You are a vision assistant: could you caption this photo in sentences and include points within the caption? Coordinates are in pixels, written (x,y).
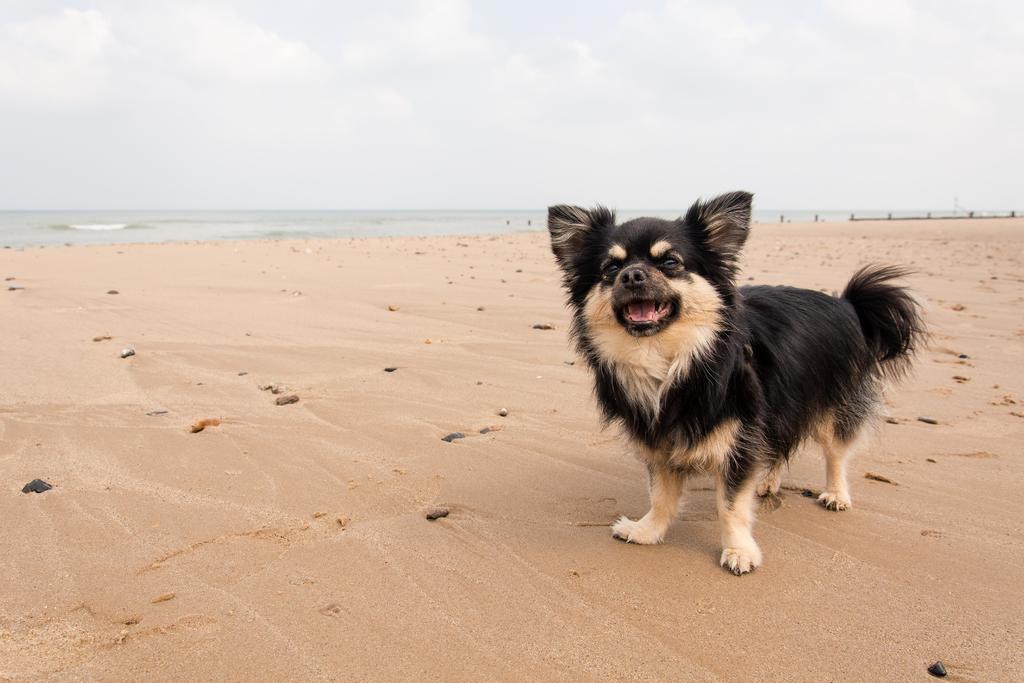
In this picture there is a dog (681,317) who is standing on the beach (703,565). Besides the dog (725,559) we can see the small stones (1023,415). In the background (908,212) we can see the ocean (337,216). At the top (463,109) we can see sky (578,67) and clouds (524,84).
